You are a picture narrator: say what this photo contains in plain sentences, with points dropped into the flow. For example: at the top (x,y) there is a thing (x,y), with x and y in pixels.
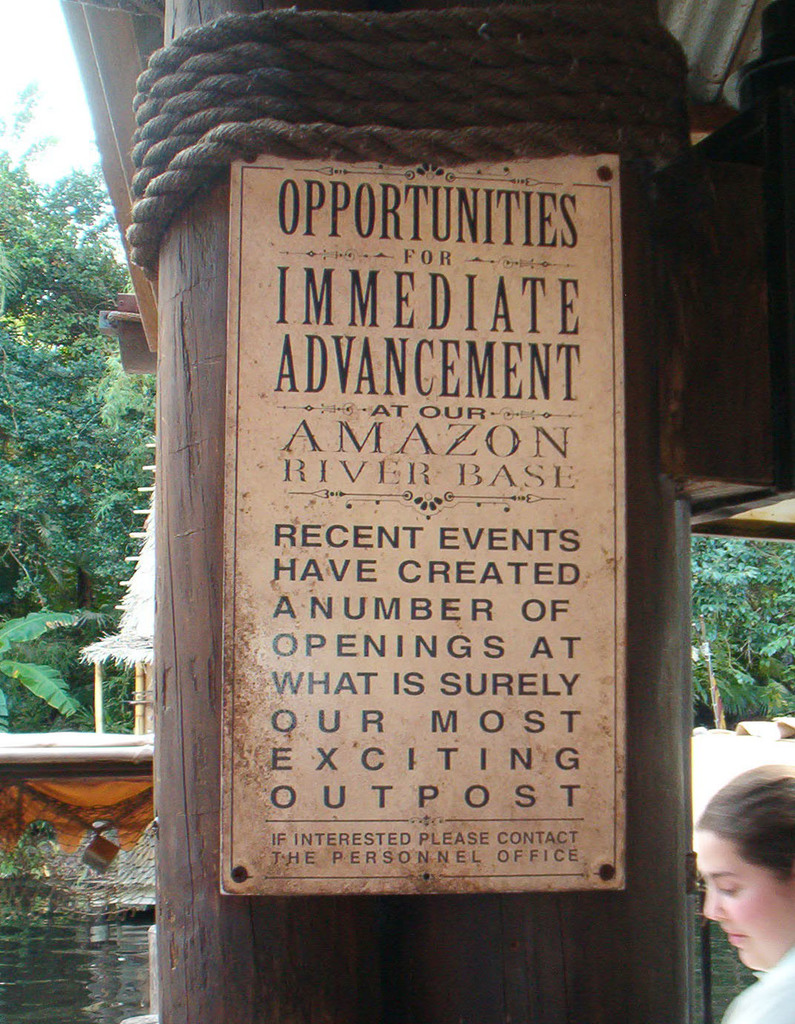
Here I can see a pillar (219,823) to which a board (410,600) is attached. On the board (438,454) I can see some text (374,383). At the top of it and there is rope (332,103). In the bottom right (756,933) there is a person (745,903) looking at the downwards. In the bottom left (65,963) I can see the water (90,1002). In the background (139,612) there is a hut (135,624) and many trees (74,517).
